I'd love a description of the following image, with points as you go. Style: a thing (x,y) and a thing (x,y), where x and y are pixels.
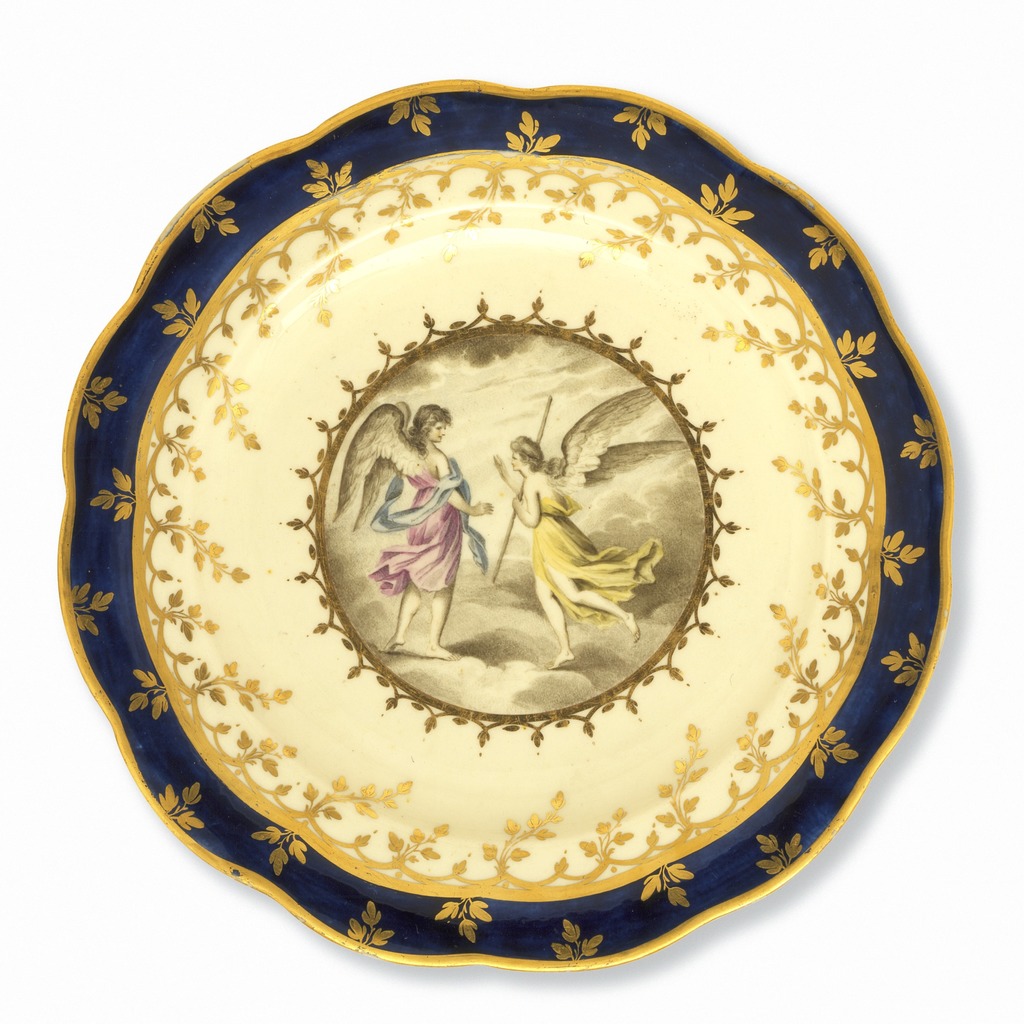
In this image I can see a cream and golden colour thing (219,540) and on the centre of it I can see few pictures (489,586). I can also see white colour in the background (938,139).
